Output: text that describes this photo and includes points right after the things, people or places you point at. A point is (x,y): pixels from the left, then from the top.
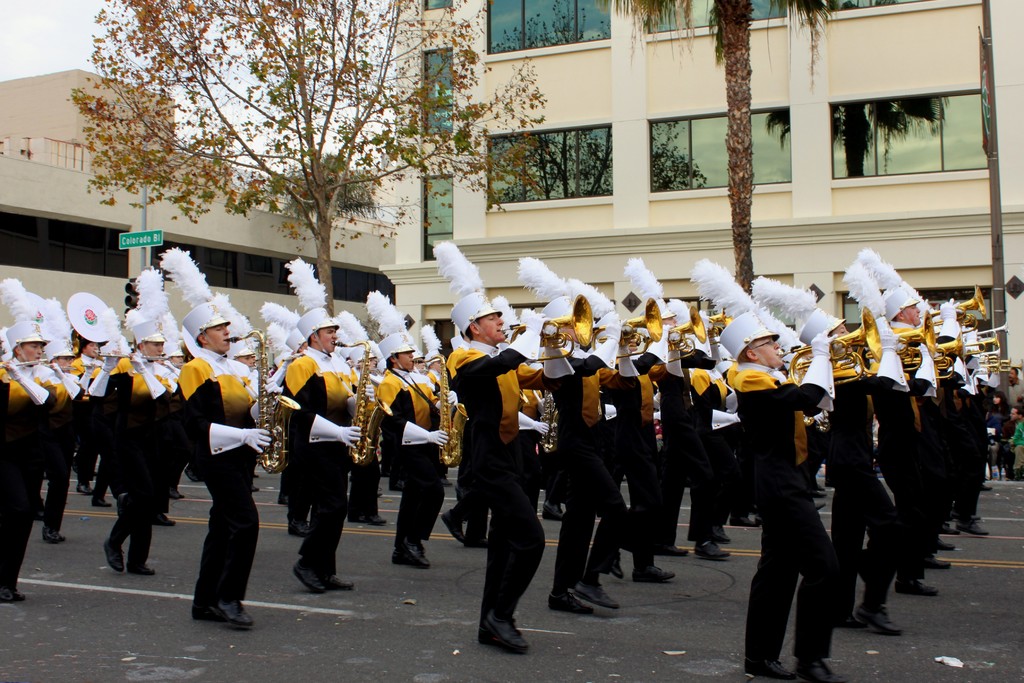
In this image we can see some people (780,462) are marching on the road (718,680) with holding a musical instrument (810,426) in their hands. We can also see some trees (205,113) and building (100,222) in the background (166,230). There is a pole (142,211) and a board (129,245) attached to it and we can also see some text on the board (146,233).
